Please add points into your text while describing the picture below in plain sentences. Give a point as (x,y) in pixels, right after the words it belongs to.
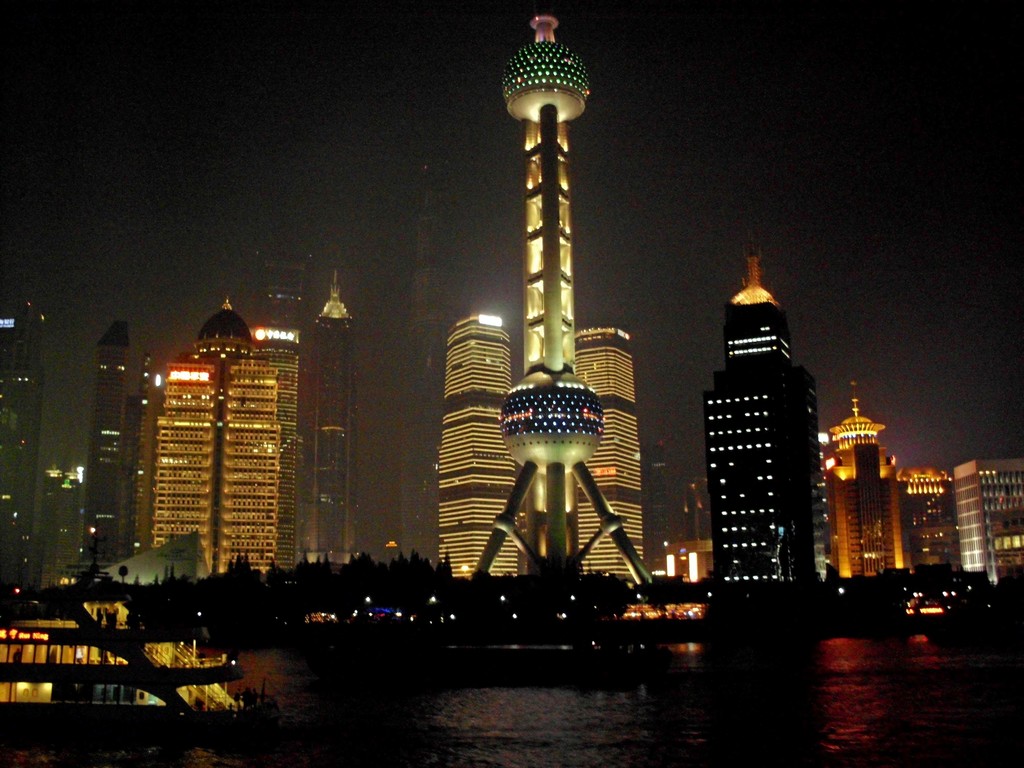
In this picture I can see a boat (133,710) on the water (800,690), there are trees (525,606), a tower (492,545) and there are buildings (999,503).
